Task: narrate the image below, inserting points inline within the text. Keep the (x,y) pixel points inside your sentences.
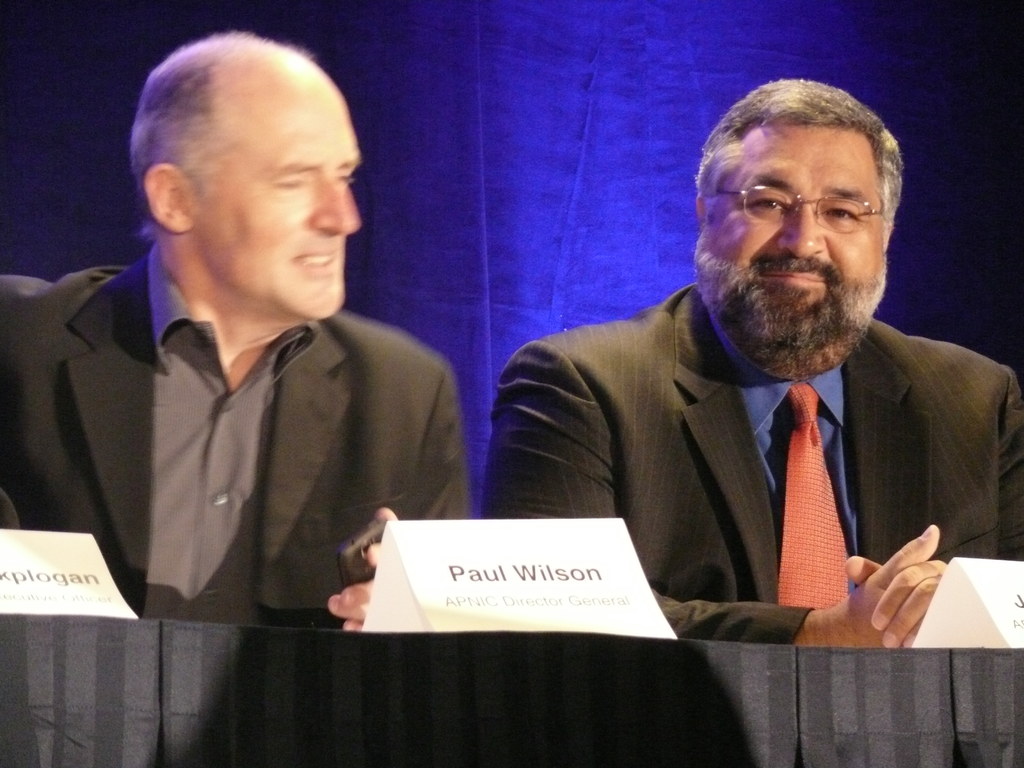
In this picture we can see two men (297,366) are sitting in front of a table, there is a cloth (835,683) and three boards (1020,603) present on the table (292,625), we can see some text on these boards (963,600), a man (831,595) on the right side (826,437) wore spectacles (841,210).
